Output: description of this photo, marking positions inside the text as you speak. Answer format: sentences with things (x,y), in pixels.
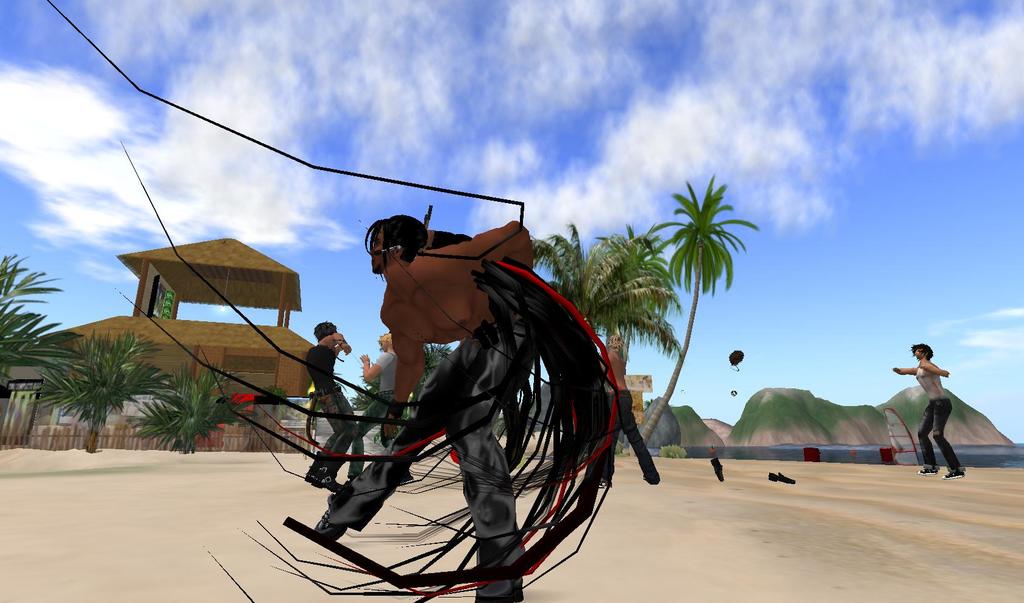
This is an edited cartoon picture, where we can see a man (489,498) holding a thread like structure (572,357) and in the background (371,379), we can see persons (941,385), a hut (229,341), trees (128,356), mountains (807,413), a sail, sky (822,259) and the cloud (705,105).
